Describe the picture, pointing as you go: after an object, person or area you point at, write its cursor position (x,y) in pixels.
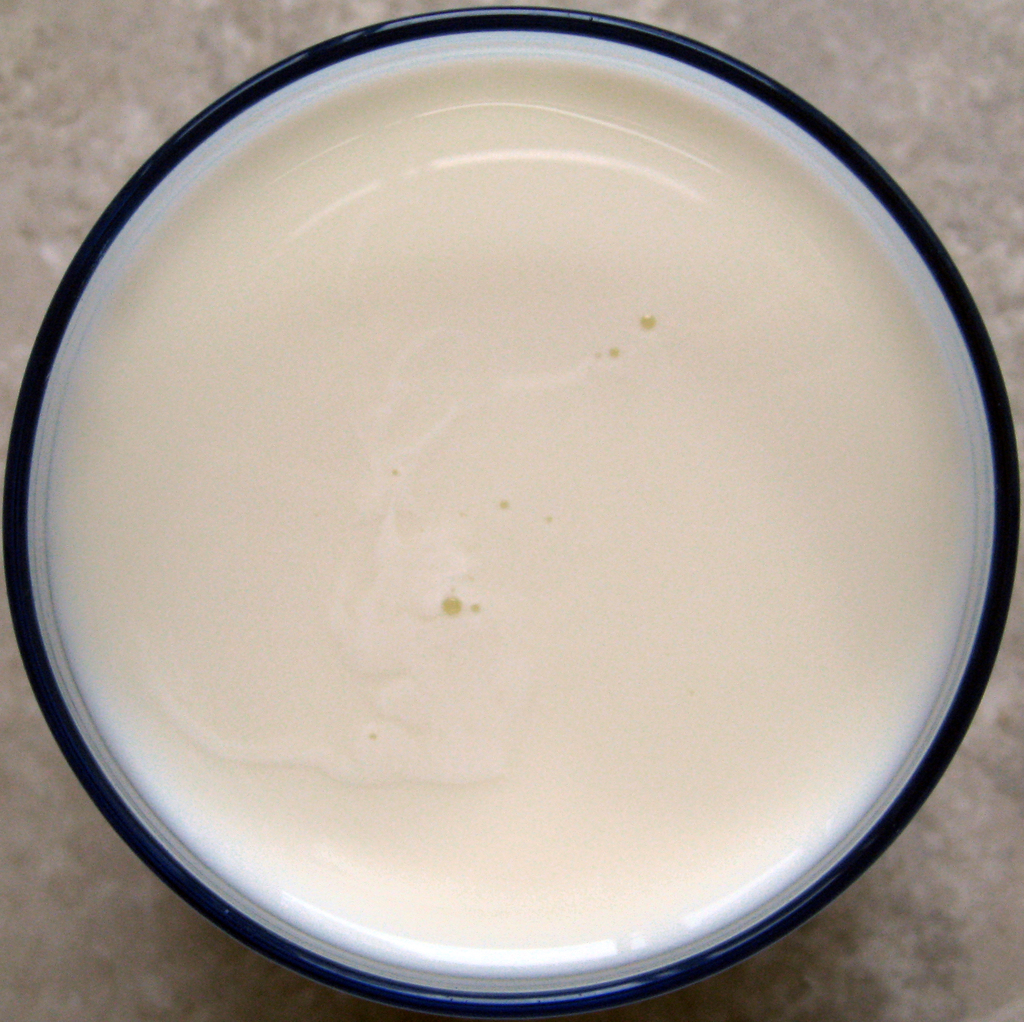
In this image we can see some liquid (515,483) in a bowl (359,982). At the bottom of the image (920,937) there is floor (282,1000).
